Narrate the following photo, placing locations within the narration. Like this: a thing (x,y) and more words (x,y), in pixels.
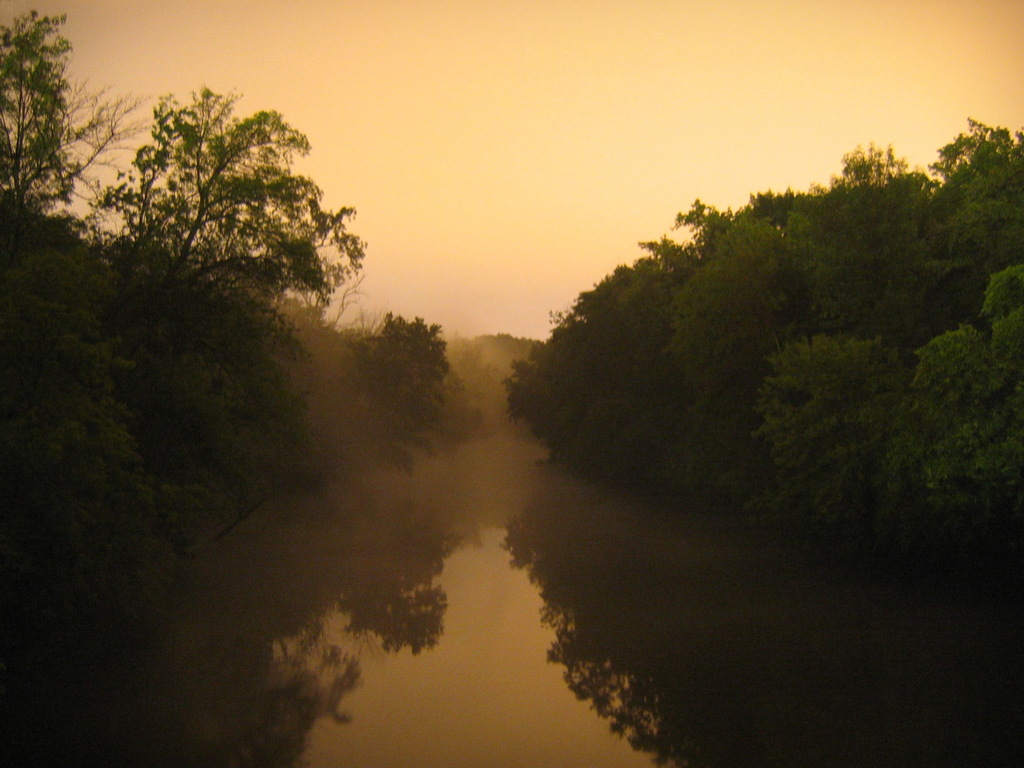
This picture shows trees (233,379) and water (485,513) and we see a cloudy Sky (477,167).
